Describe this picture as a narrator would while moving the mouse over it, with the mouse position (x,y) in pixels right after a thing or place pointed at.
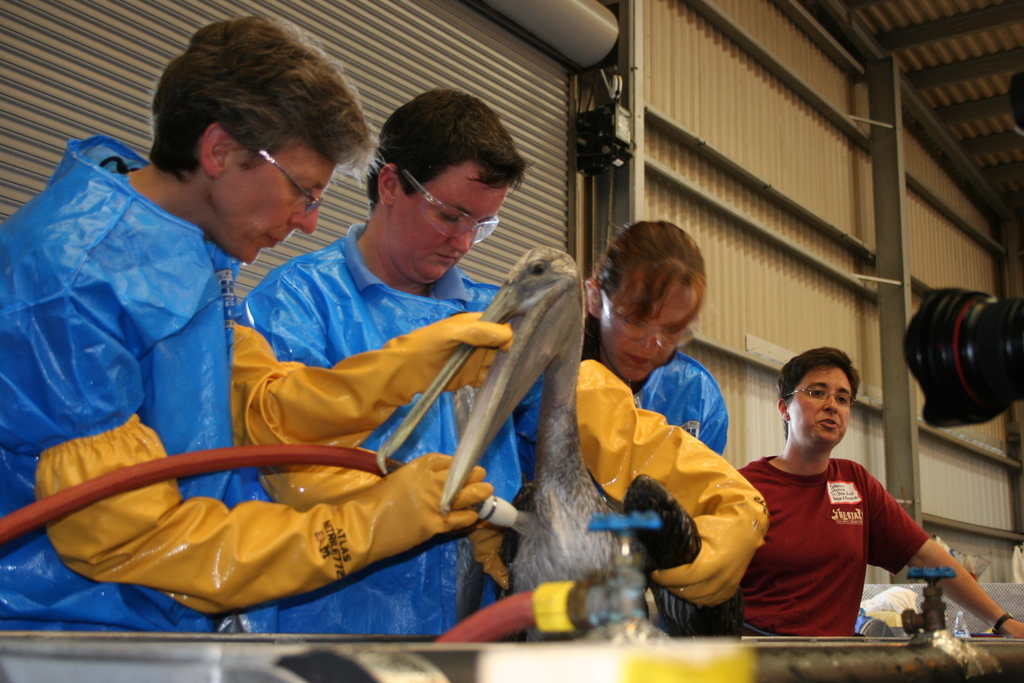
In this image there are four people (344,345) standing. The woman (137,336) to the left (125,435) is holding a pipe (492,514) in her hand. In front of them there is a bird (571,493). They are washing the bird (597,545). To the right (978,371) there are lens (965,372) of a camera (959,383). Behind them there is a wall (778,157).
